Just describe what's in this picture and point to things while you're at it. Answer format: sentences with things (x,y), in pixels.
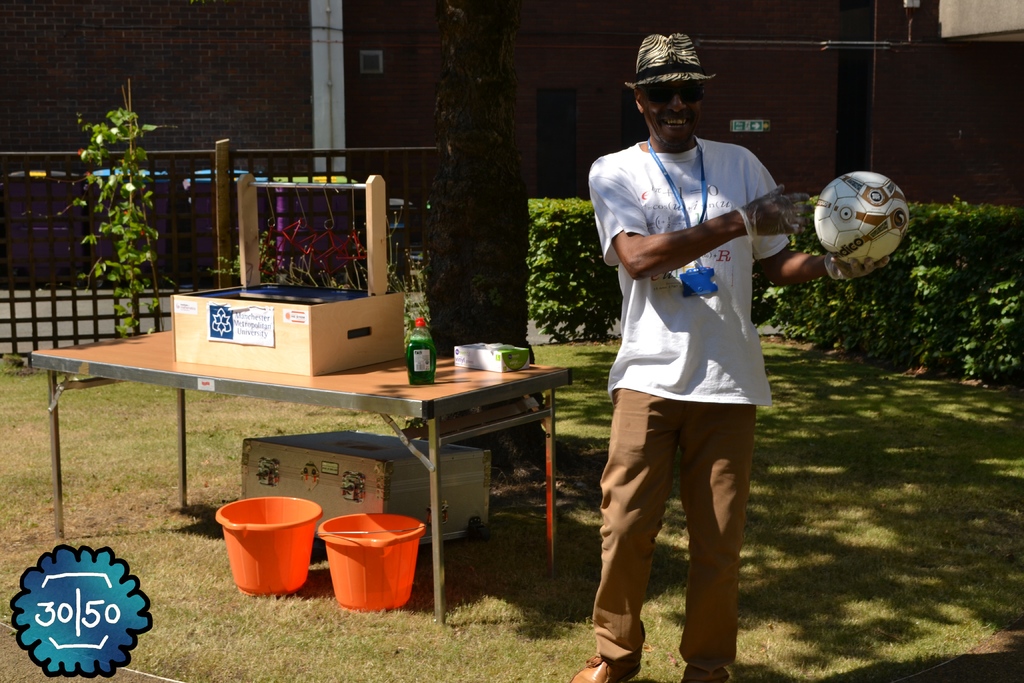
As we can see in the image there is a building (955,171), plants (961,204), a man (697,244) standing and holding ball (842,213). Beside the man (658,282) there is a table (385,378). Below the table (350,402) there is box (292,485) and buckets (334,558). On table (384,365) there is a bottle (424,359) and box (342,341).
